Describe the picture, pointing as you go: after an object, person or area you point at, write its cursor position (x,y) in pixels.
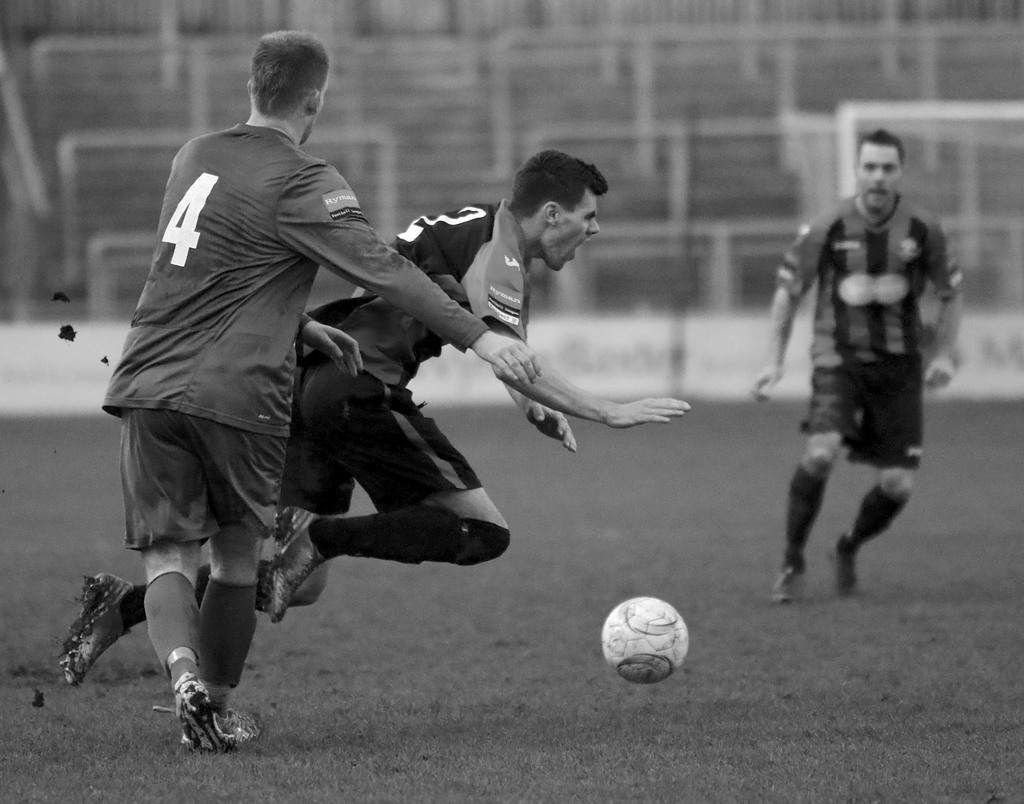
This is a black and white image. In the image we can see there are three men (474,352) running, they are wearing clothes (227,520), socks (827,489) and shoes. We can even see the ball (627,636), grass (336,746) and the background (569,92) is blurred.
